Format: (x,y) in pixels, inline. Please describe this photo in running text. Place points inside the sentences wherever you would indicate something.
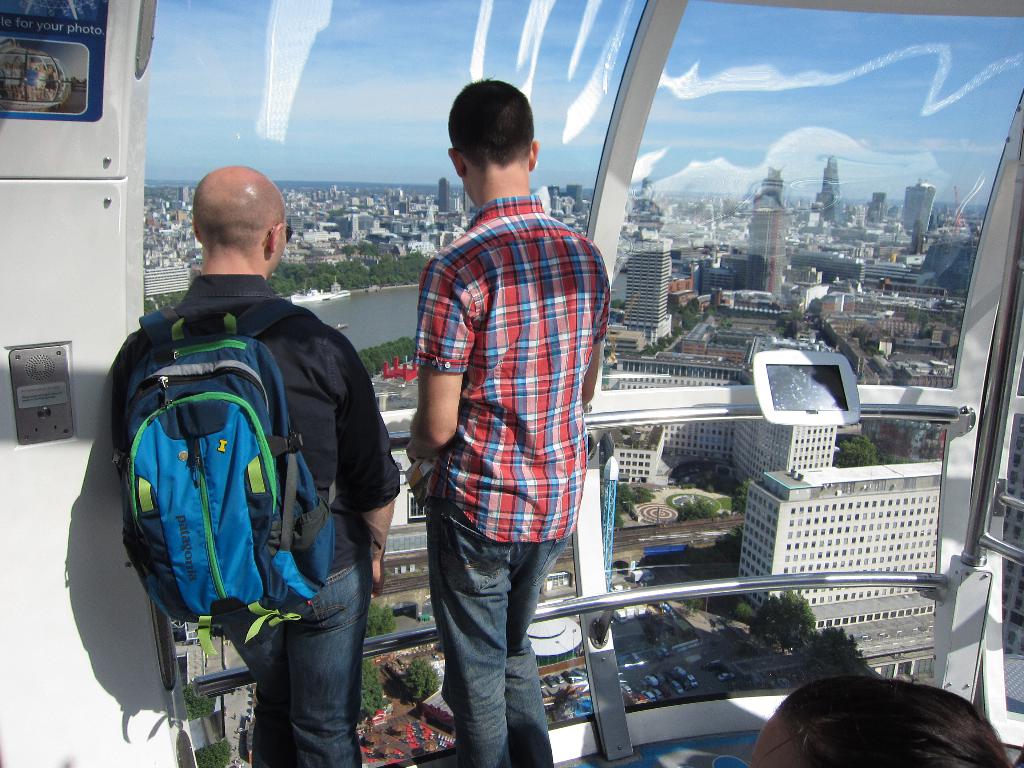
Two persons (490,499) are standing in front of the glass window (657,254), one person (188,496) is carrying a bag (254,557). Outside of the window (369,293) there are number of trees (381,280), buildings (447,204), and sky (387,138) and lake (409,333) and the roads (751,663) and cars (663,664) are present in the picture.
